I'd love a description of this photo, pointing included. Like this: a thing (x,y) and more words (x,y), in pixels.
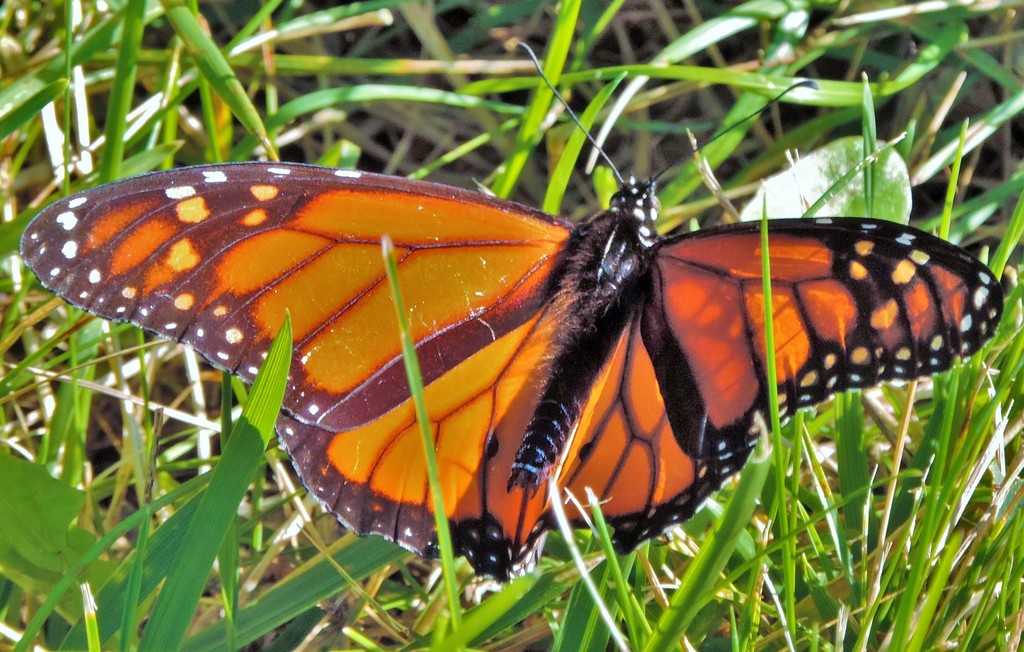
In this image we can see a butterfly (550,369) on the plants (687,218).
